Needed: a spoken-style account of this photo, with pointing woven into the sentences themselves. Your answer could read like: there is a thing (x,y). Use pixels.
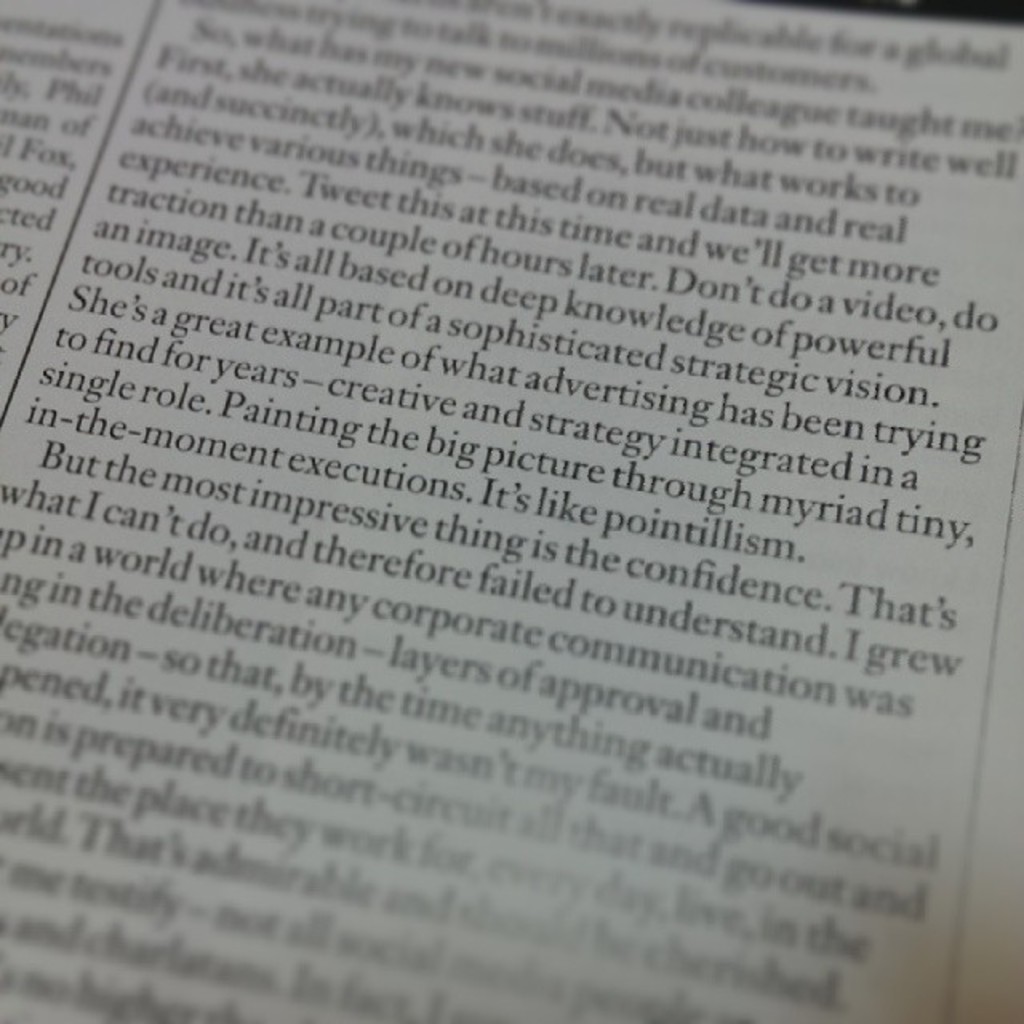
In this image we can see a page (570,476) with some text (530,482) written on it.
